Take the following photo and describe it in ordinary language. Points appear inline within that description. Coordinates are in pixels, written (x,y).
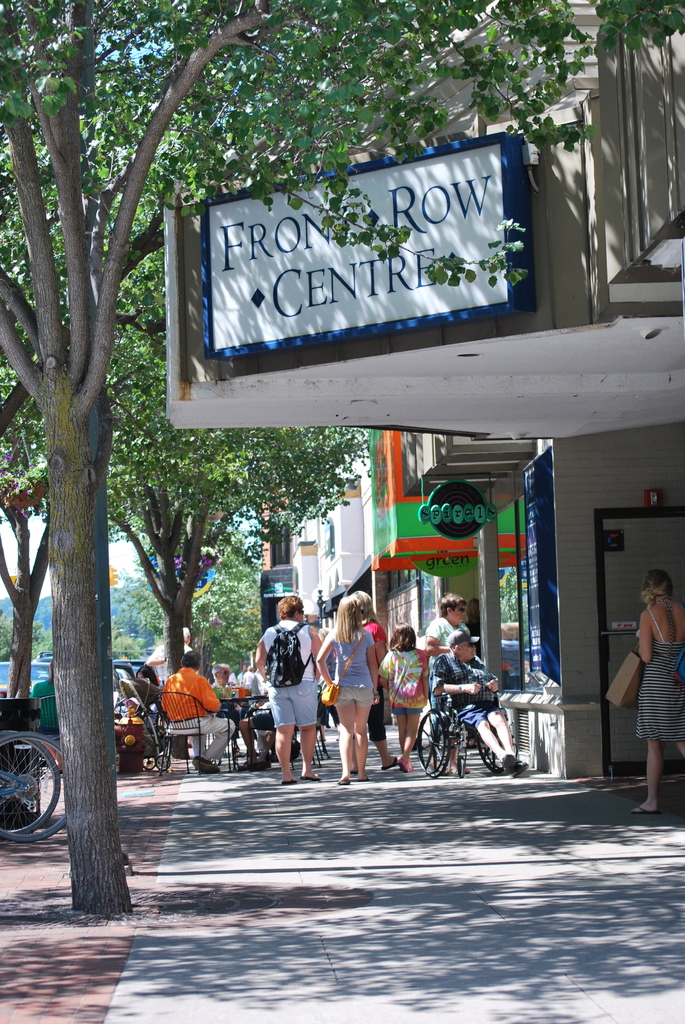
In this image we can see a few people (372,679), some of them are sitting on the chairs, one person (494,743) is sitting on the wheel chair (465,771), there are bicycles (44,738), vehicles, trees (242,581), there are boards (209,285) with text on them, also we can see buildings (358,532), and the sky (8,535).
